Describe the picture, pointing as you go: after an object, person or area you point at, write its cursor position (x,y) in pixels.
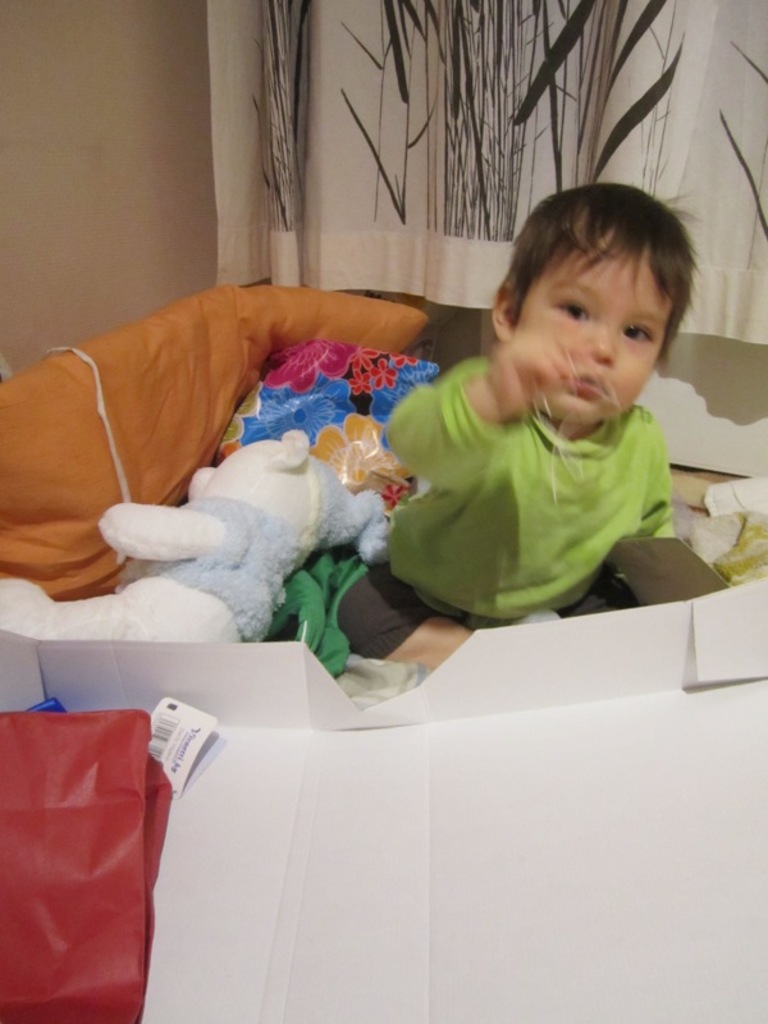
In this image there is a kid (554,465) sitting. Beside him there is a toy (189,587), pillows (194,342), paper (386,733) and few objects (160,784). Right side (516,31) there is a curtain (442,172). Background (82,233) there is a wall (173,249).
